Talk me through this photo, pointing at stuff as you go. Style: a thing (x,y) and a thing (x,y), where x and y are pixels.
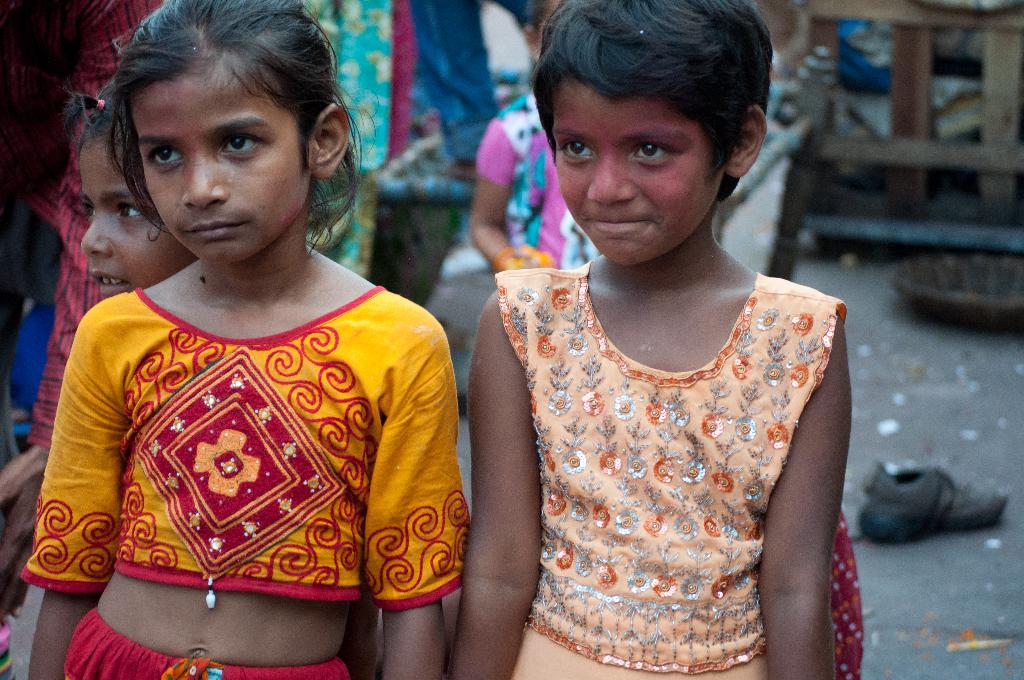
Front we can see three girls (640,168). Background (459,6) it is blurry and we can see people (319,9), shoe (939,487) and basket (985,275).
